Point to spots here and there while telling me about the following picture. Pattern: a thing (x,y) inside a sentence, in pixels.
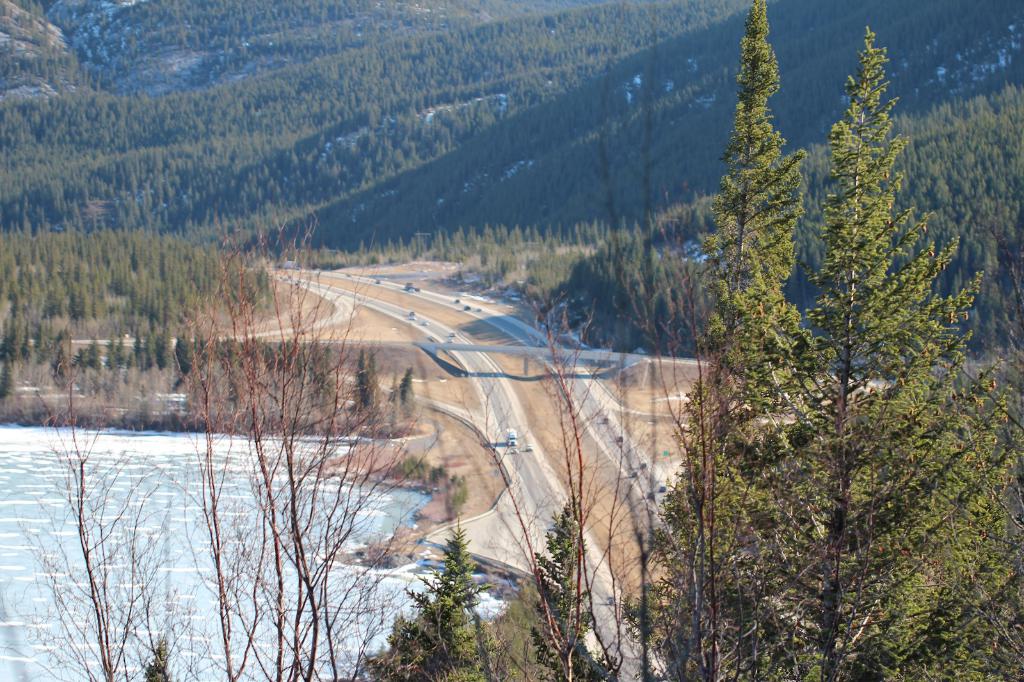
In this image we can see motor vehicles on the roads (462,415), river (206,491), hills (59,232) and trees (73,163).
